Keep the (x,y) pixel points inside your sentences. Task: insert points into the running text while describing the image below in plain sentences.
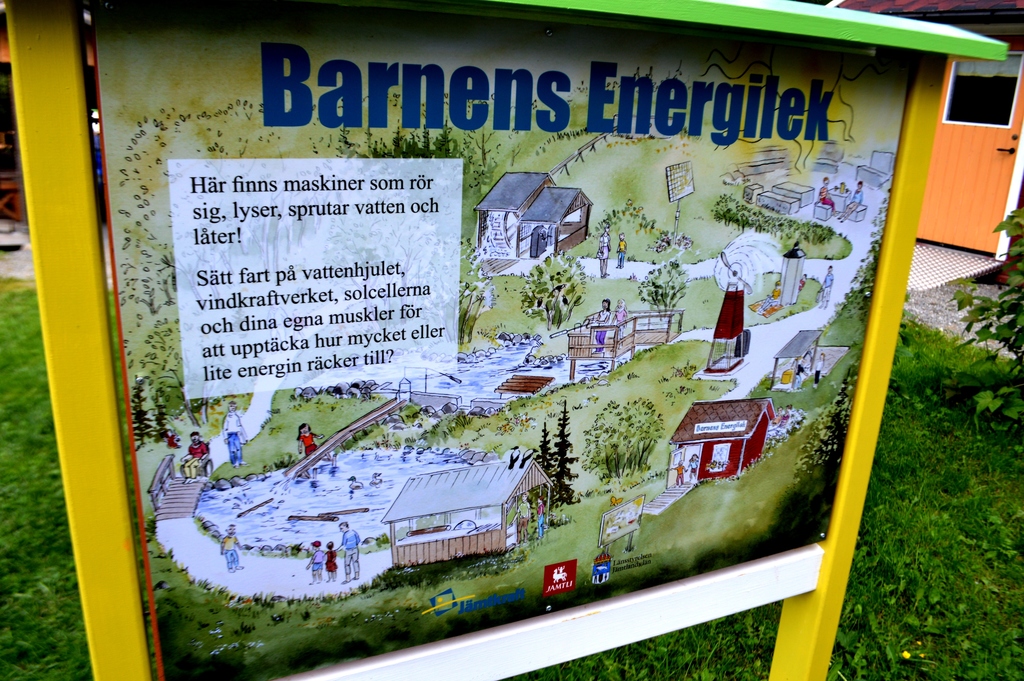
In this image, in the middle (484,399), we can see a board (381,205), on the board (365,411), we can see some pictures (551,371) and text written on it. On the right side (931,176), we can see a door (992,120) and a window (974,120), plants (1007,306). On the left side (1,159), we can see a building (10,135) and a grass (10,373), at the bottom (974,540), we can see few plants (893,585) and a grass (917,544).
